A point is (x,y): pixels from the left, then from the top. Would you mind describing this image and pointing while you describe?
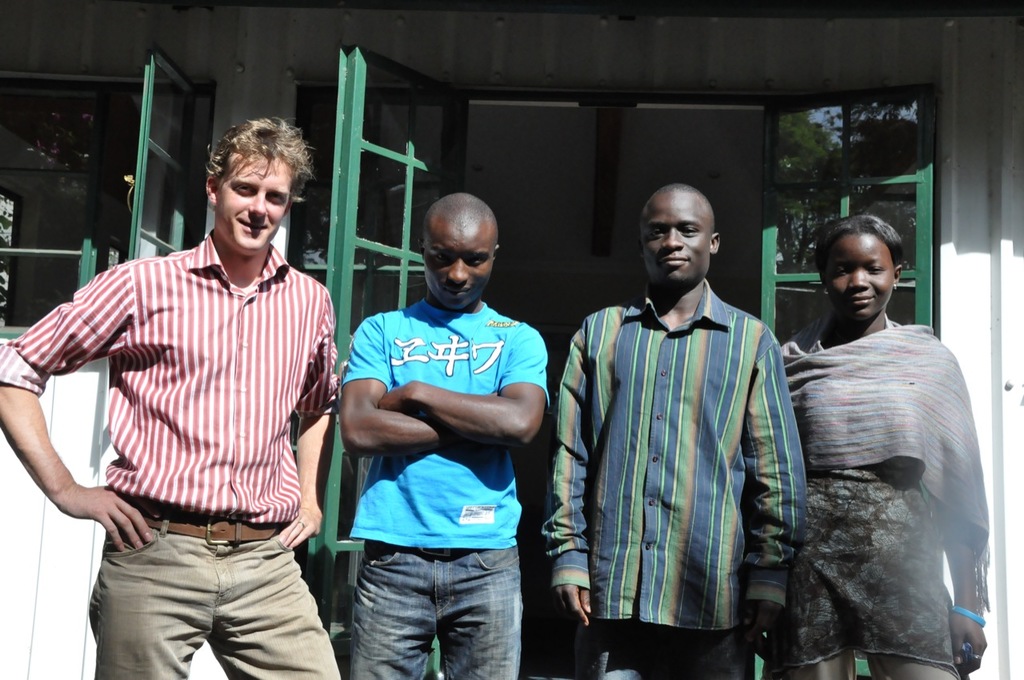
In the image there are four people (497,456) standing in front of a door (545,423) and posing for the photo.
